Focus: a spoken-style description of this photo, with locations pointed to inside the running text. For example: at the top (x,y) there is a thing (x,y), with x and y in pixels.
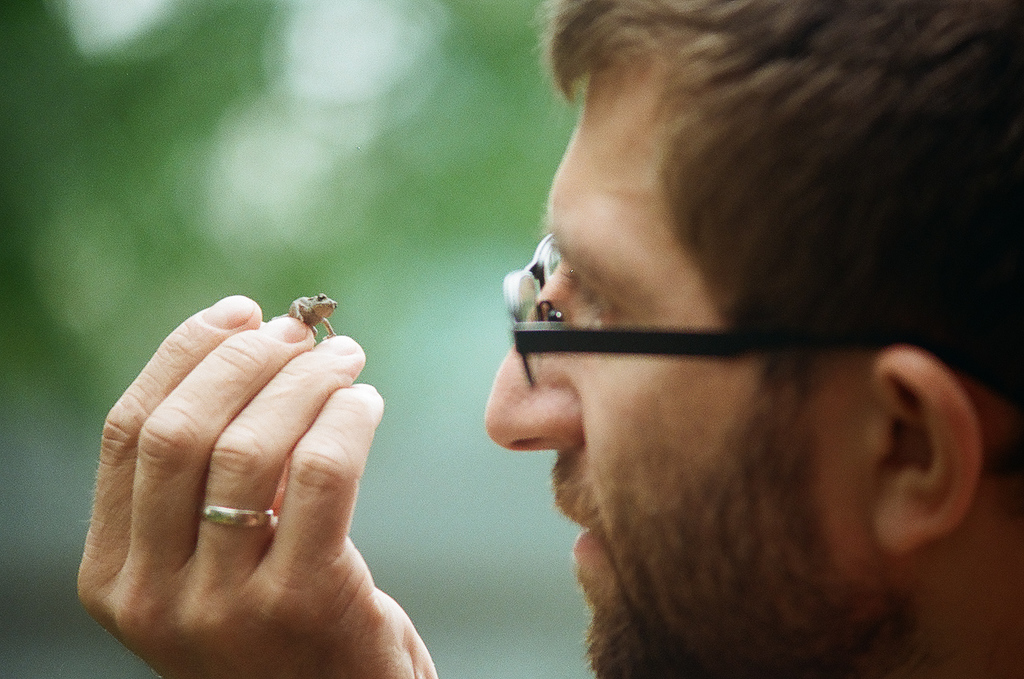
This image consists of a man (268,375). He is holding one animal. He is wearing specs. He has ring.
